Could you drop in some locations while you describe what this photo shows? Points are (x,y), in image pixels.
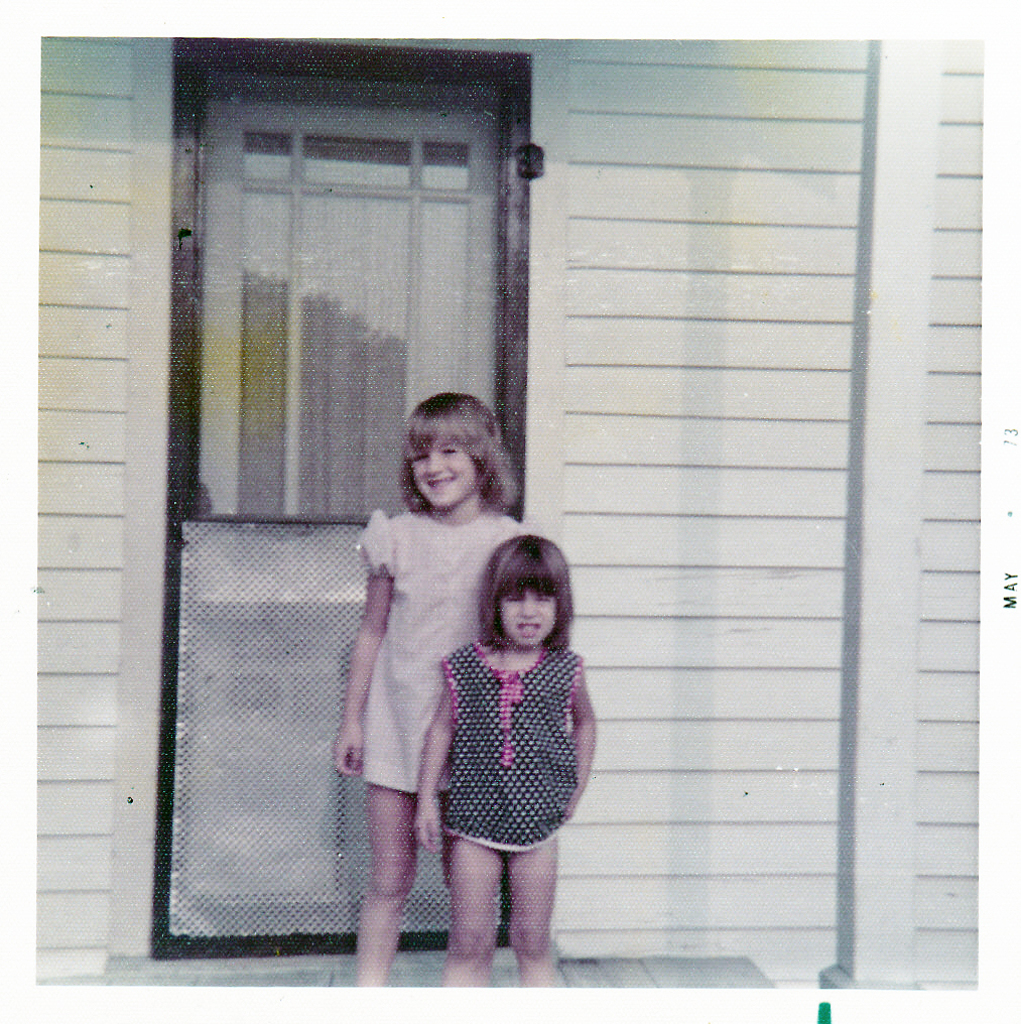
In front of the image there are two kids (466,651) standing. Behind them there is a closed door (296,575). There is a wall (717,516). On the right side of the image (882,126) there is a pillar (873,92).
